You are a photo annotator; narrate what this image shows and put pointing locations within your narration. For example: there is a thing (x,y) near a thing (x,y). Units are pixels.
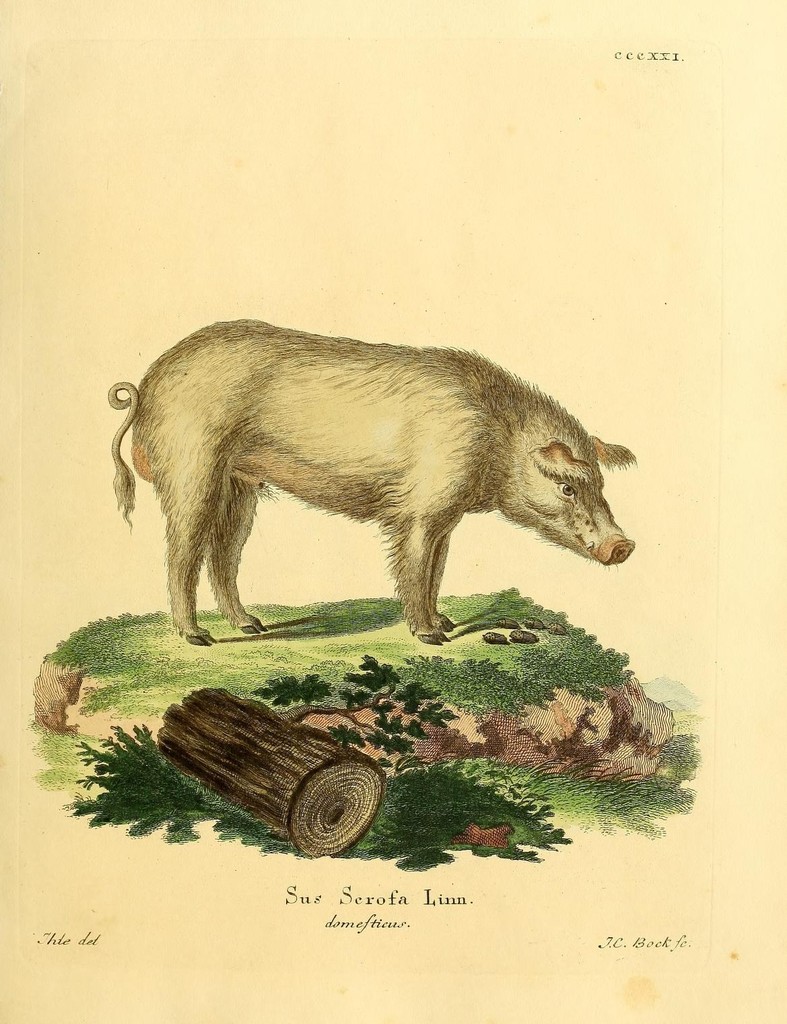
In this image we can see painting (310,455) of a pig (358,454). Near to the pig (391,435) there is a wooden piece (320,737). Also something is written on the image.
